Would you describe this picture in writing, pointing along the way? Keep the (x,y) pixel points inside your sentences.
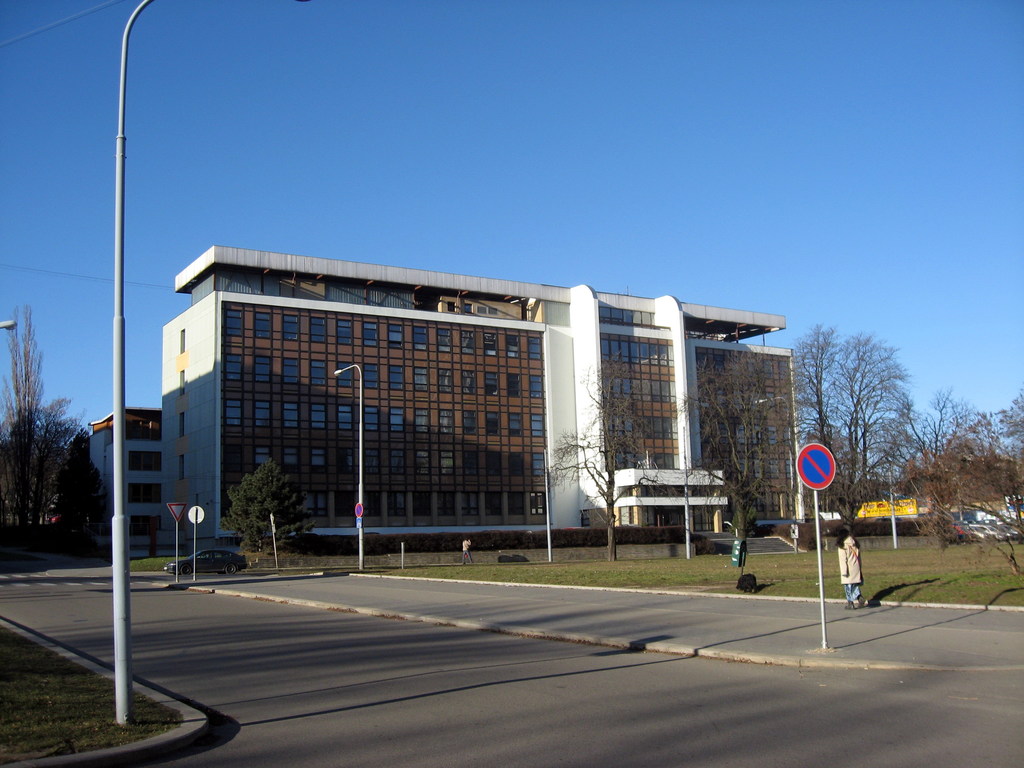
In this image a person (844,585) is standing on the pavement (894,617). On the pavement (894,617) there are few poles (273,533) having boards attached to it. There are few street lights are on the grassland (701,568) having few trees (883,496). Middle of the image (505,317) there are few buildings (777,512). Few vehicles (209,565) are on the road (261,654). Top of the image (455,102) there is sky (501,166).
